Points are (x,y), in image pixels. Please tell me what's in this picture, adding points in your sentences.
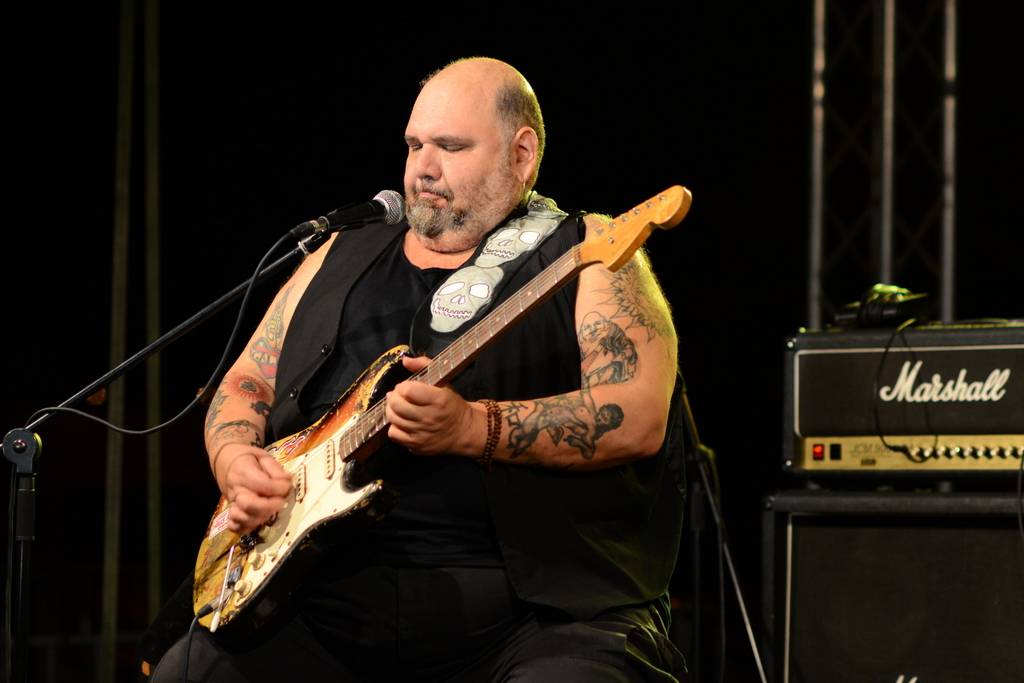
In this picture a man (621,466) is seated on the chair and he is playing guitar (289,501) in front of microphone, in the background (856,421) we can see some musical instruments (873,384).
